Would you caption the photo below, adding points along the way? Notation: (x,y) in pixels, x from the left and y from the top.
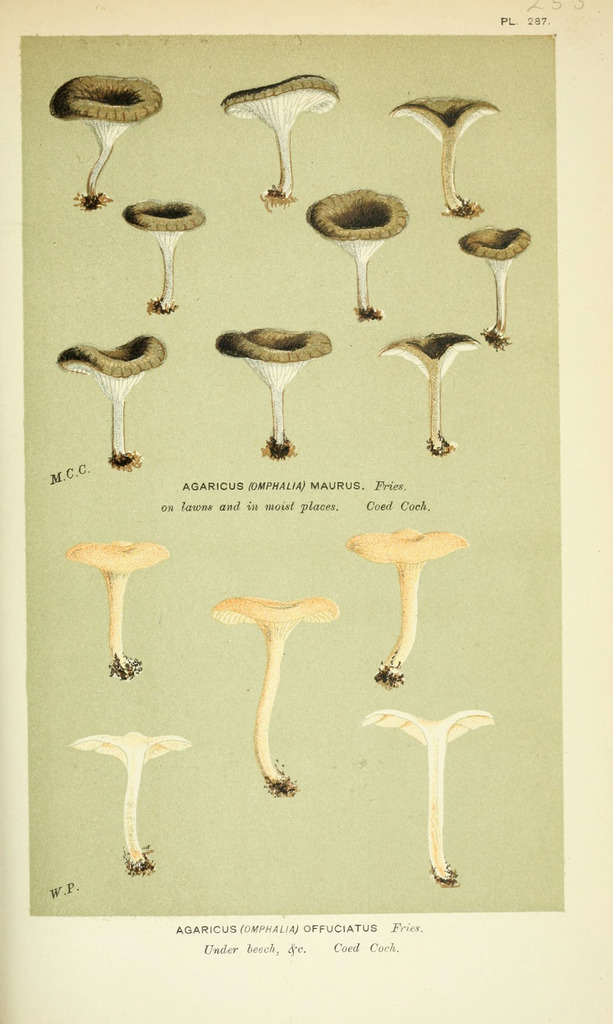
In this picture I can see there are different types of mushrooms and there is something written on the bottom of the page (236,949).
